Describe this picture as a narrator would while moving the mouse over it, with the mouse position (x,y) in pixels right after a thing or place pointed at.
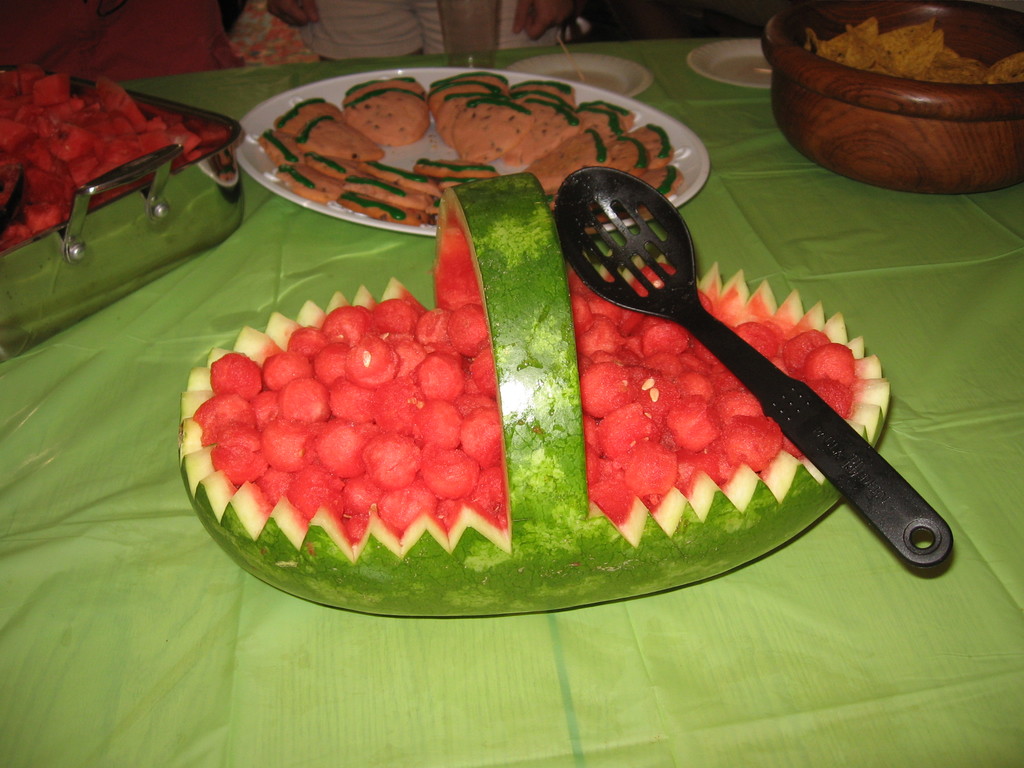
In this picture, there is a watermelon (300,338) and a spoon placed on the table (599,706). On the top (107,222), there is a plate (339,95), bowl (1002,121) and a vessel (173,185) filled with the food (383,176). Beside the table (274,88), there is a person (164,5).
